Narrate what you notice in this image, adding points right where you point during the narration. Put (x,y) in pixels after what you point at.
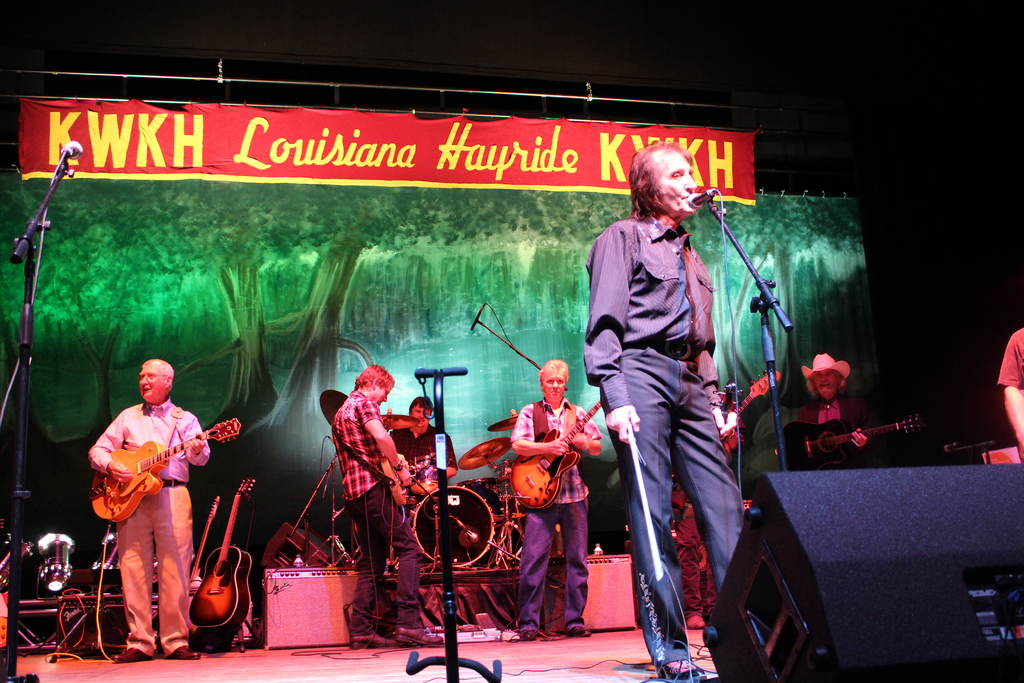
In the image we can see there are people (520,448) who are standing and holding guitar (386,463) in their hands (401,482).
